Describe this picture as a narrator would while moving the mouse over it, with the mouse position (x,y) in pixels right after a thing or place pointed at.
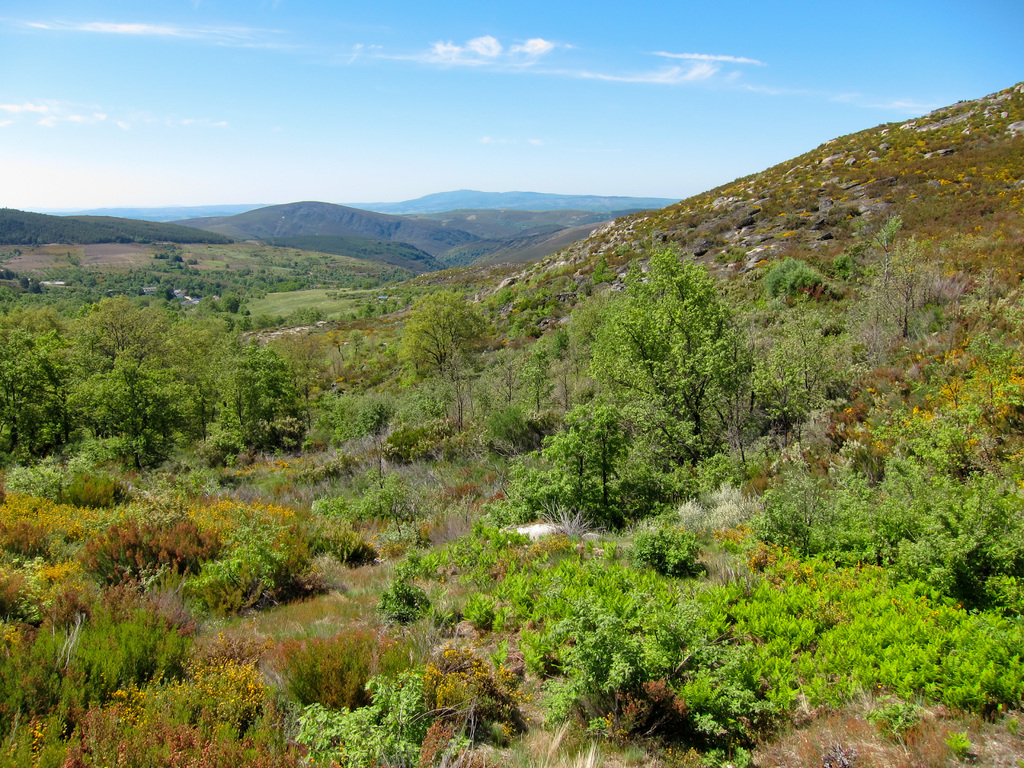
In this picture we can see many trees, plants (1013,249) and grass (269,250). In the background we can see mountains (571,234). On the top (568,123) we can see sky (480,120) and clouds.
